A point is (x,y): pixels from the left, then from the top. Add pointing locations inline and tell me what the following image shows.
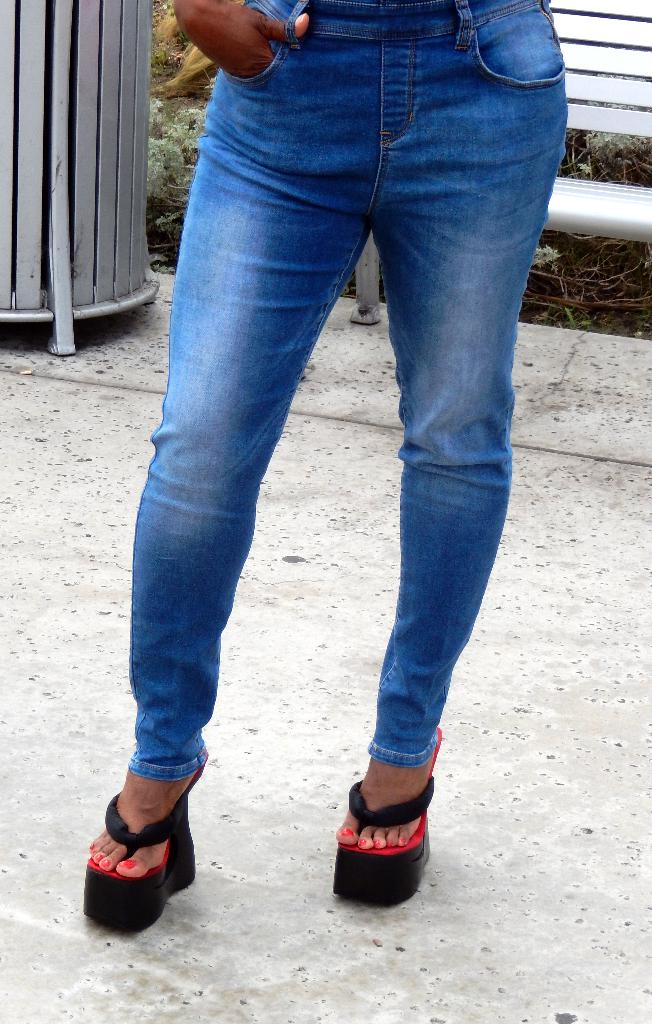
In the center of the image (411,654) a person (273,391) is standing and wearing a heels (128,918). At the top of the image (615,62) we can see a bench (598,118) and some plants (170,165) are present. At the bottom of the image (256,940) ground (294,959) is there.
